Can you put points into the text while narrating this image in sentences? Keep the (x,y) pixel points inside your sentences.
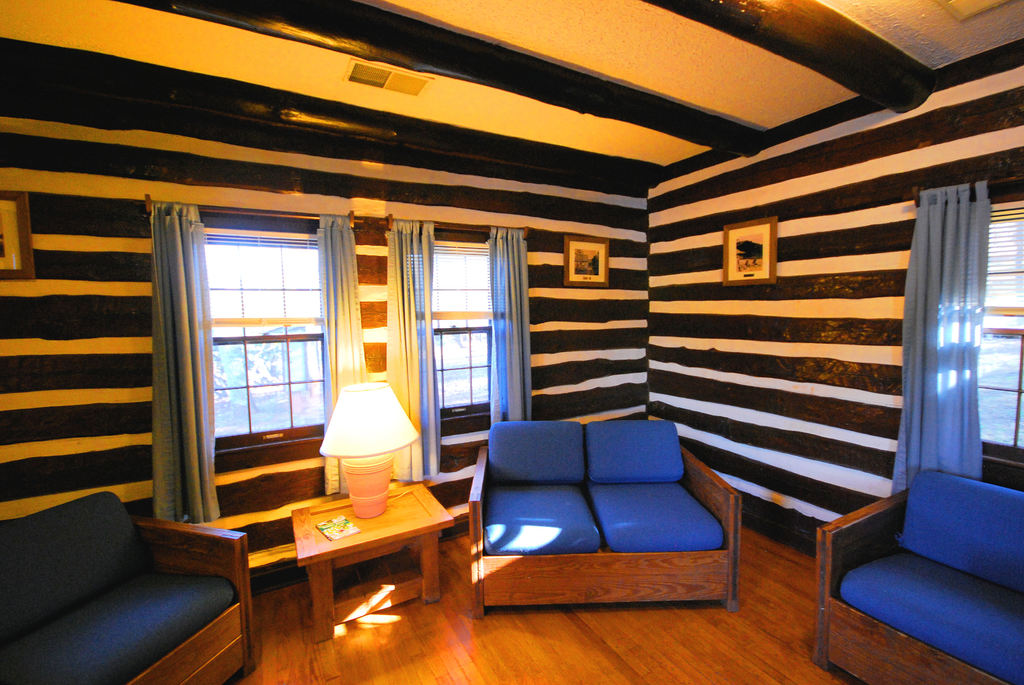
As we can see in the image there is a wall (119,326), windows (289,297), lamp (368,404), table (360,521) and sofas (560,532). the sofas (599,559) are in blue color and there is a sky blue color curtain (506,306) and three photo frames (593,273).
